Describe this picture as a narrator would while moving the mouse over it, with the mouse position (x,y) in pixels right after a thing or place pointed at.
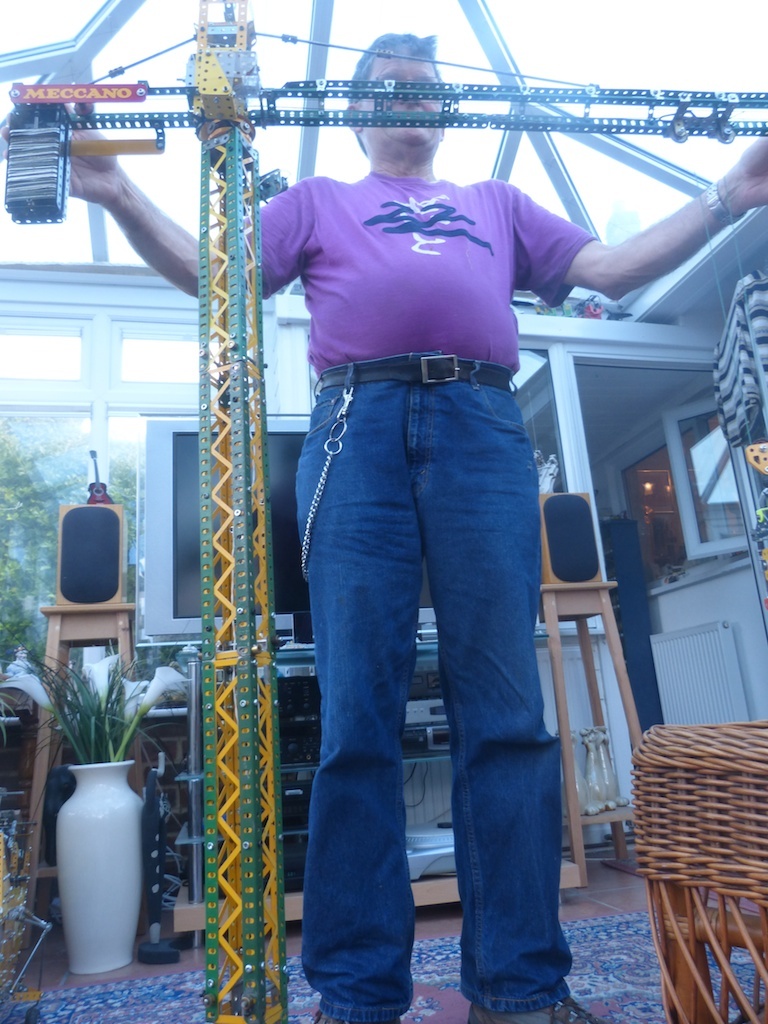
In the middle of the image (331,465), there is a person (465,234) in violet color t-shirt (396,180), holding an object (146,97) and standing. Beside him, there is a wooden object (669,816). In the background (95,848), there is a potted plant (113,763), there is a monitor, there are speakers (586,497) on the stools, there is a building (687,359) which is having windows (681,416), there are trees (45,475) and there is sky (467,135).
